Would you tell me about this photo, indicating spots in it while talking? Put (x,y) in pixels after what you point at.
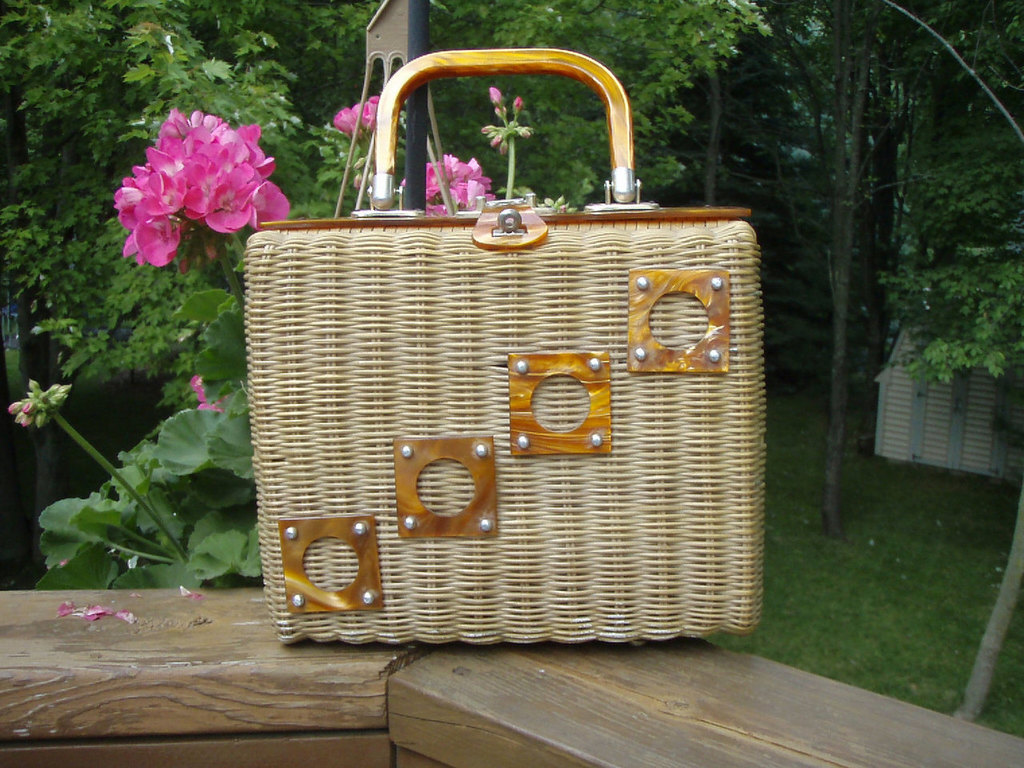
In this picture we can see a bag (423,596) on a wooden platform (510,683), flowers (245,205), grass (856,549) and in the background (769,22) we can see trees (934,145).
